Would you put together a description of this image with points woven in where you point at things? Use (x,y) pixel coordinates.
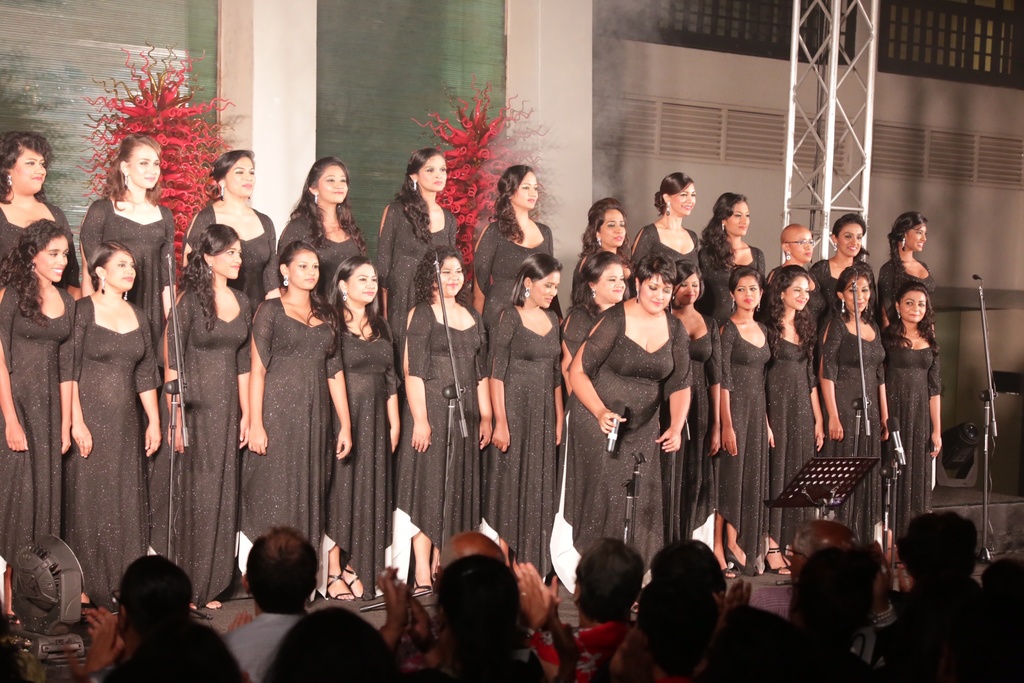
In this image we can see some women (557,394) standing on the stage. And we can see the microphones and lights (46,574). In the background (206,94), we can see the glass doors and some decorative things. On the right (815,121), we can see the metal framing (819,47) and the audience (496,610).
